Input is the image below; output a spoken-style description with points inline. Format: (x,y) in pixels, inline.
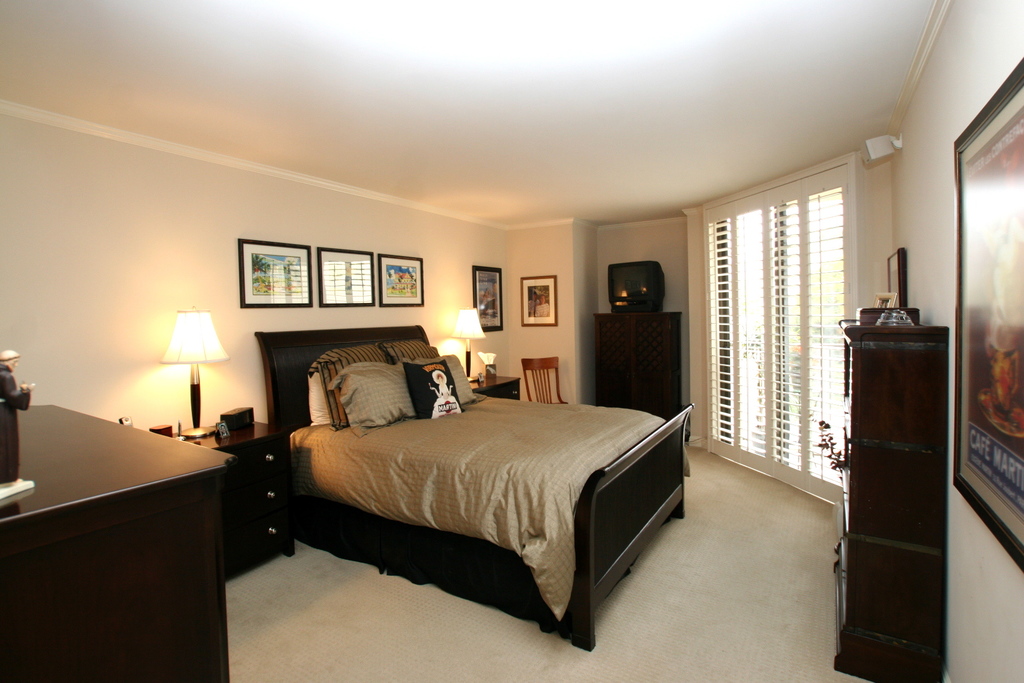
In this image we can see a bed (367,519) and pillows (451,398). Beside the bed (308,467) there are few tables (143,512) and there are few objects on the tables (507,389). Behind the bed (412,492) we can see a wall (567,260) on which there are few photo frames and at the top (741,163) we can see the roof (784,103). On the right side of the image (769,378) we can see a window (773,318), table (874,561) and a frame (964,385) on the wall (951,208).
